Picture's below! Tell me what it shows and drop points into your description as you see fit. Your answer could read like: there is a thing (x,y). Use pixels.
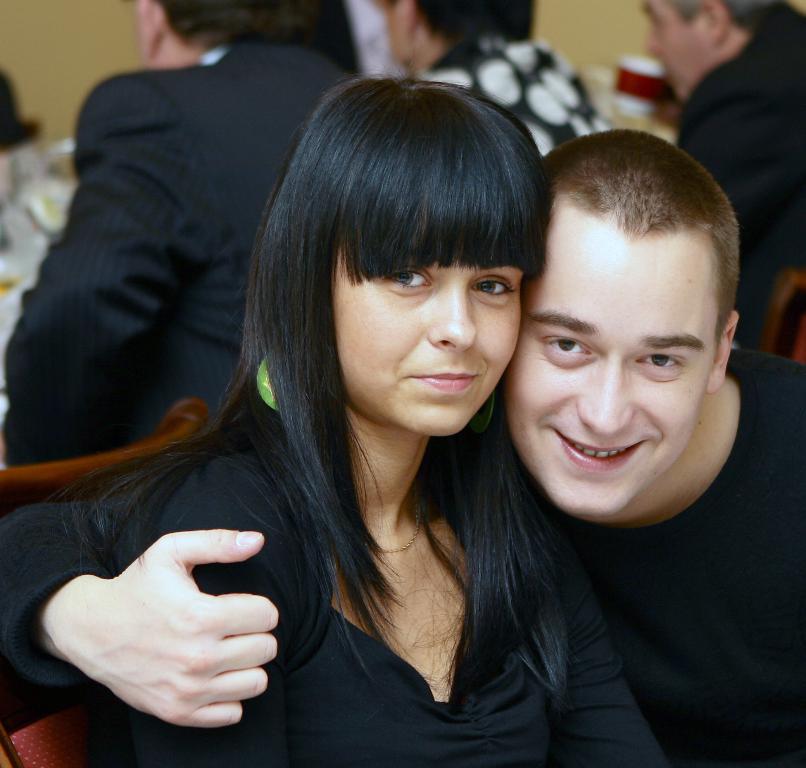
In this picture we can see some people (443,201) are sitting, two persons (701,403) in the front (582,520) are smiling, in the background (88,36) we can see a wall (94,45), a person (720,106) at the right top of the picture (738,94) is holding a cup (649,87).
